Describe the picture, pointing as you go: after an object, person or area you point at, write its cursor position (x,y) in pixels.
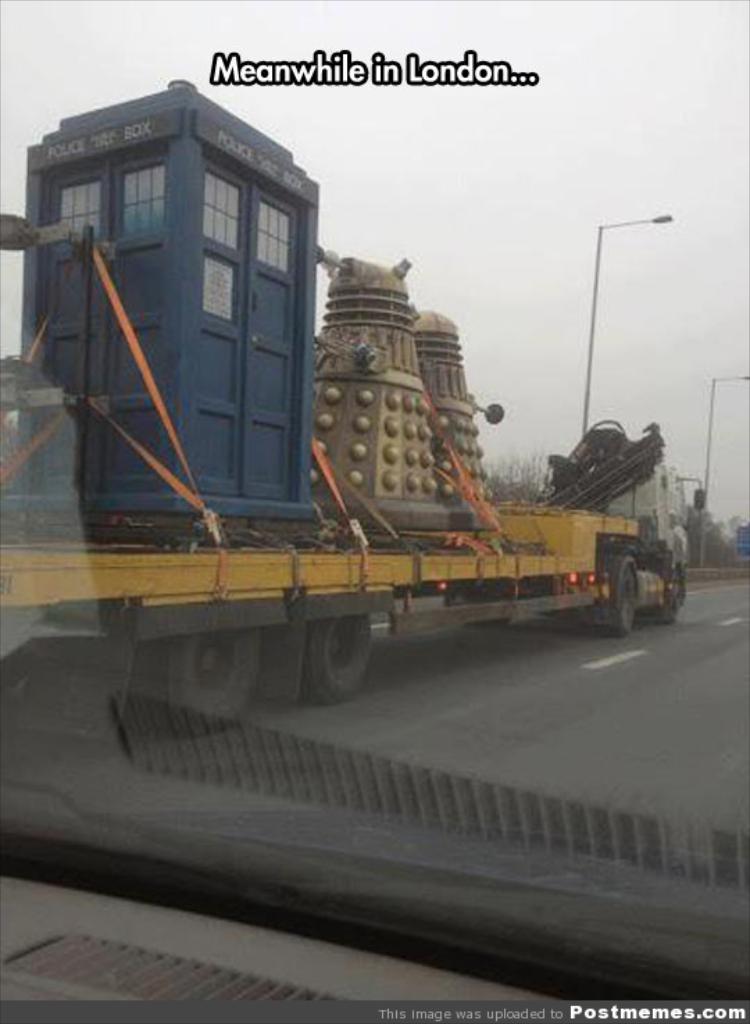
In this picture we can see a truck (493,588), there is a police box (274,322) and some things (431,406) present in the truck (424,541), in the background (731,541) there are some tree (714,539), two poles (600,278) and lights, there is the sky (611,159) at the top of the picture (606,82), we can see some text (401,79) at the top (357,76), it looks like a glass (415,810) in the front (358,824).
